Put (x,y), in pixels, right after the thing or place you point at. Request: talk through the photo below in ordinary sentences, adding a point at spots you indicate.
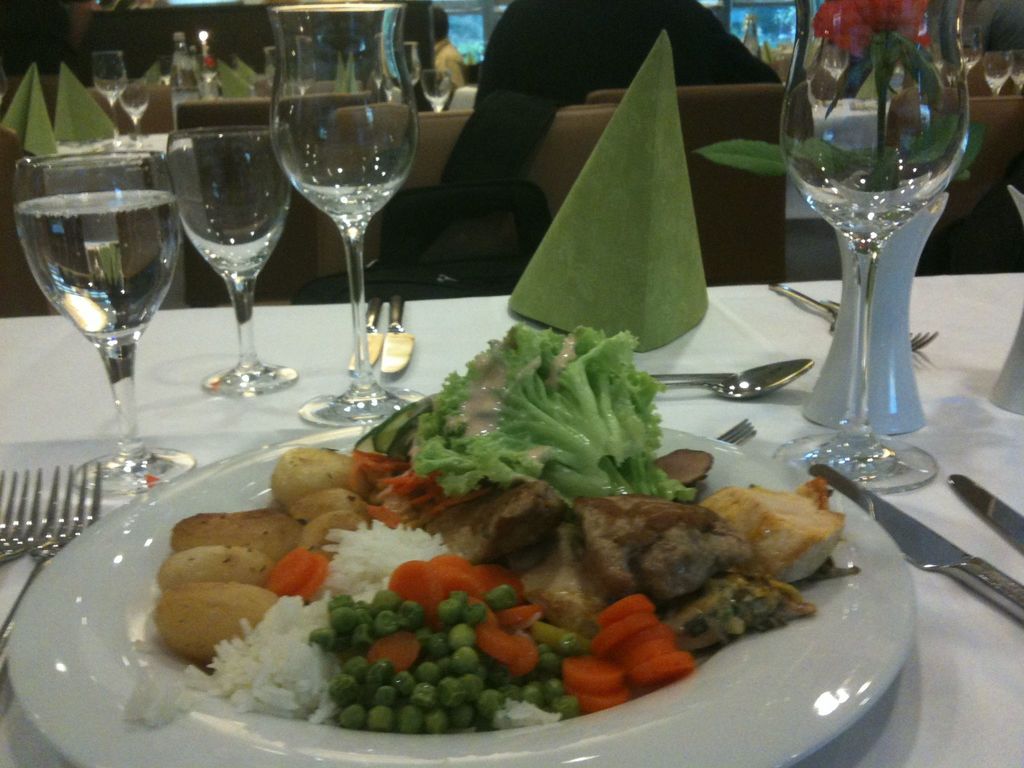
It's a food (384,475) in the plate (79,569) and there are wine glasses (865,265) on the table (93,411).
